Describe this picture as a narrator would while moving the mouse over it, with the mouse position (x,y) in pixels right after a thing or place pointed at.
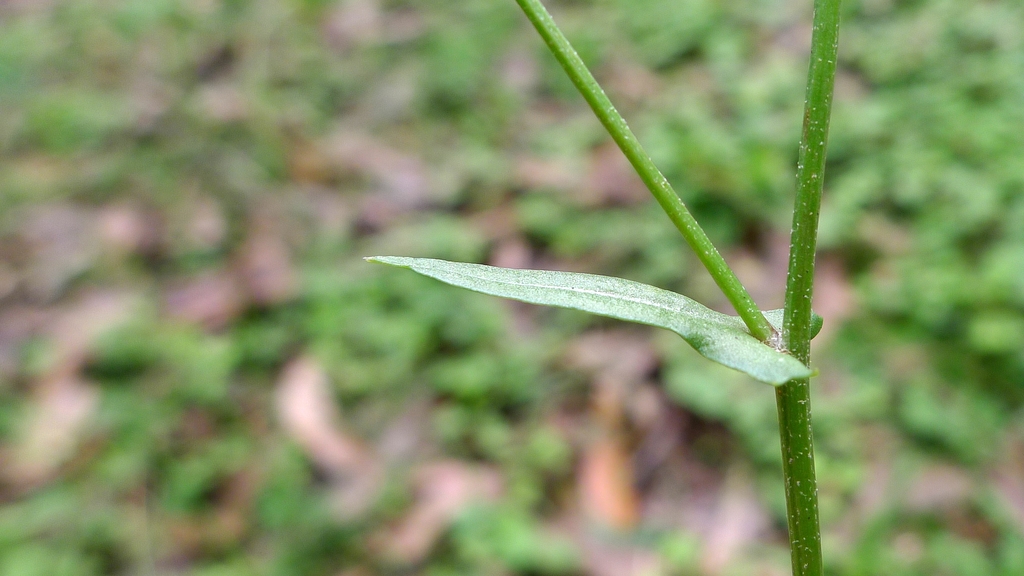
On the right side of the image (801,434) we can see a stem (794,325).
